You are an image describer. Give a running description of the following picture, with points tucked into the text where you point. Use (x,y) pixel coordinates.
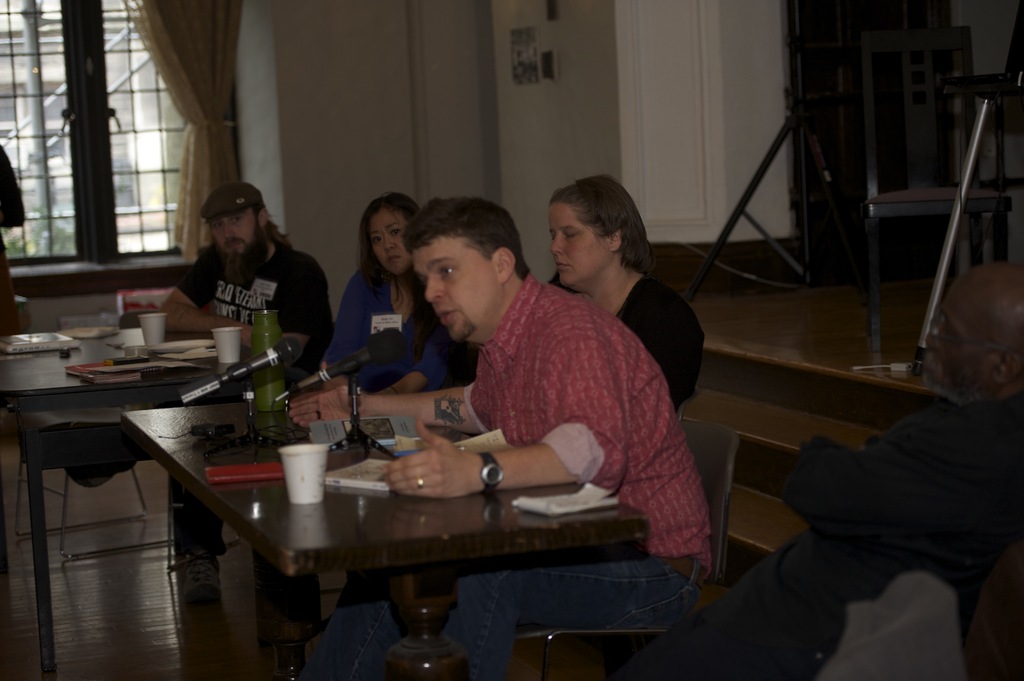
People (485,330) are sitting on the chair (716,471) and on the table (380,526) we have bottle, cup (311,474), book (378,484), microphone (380,349) and in the back (154,148) we have window (144,145), curtain (201,67) and the wall (600,144) is present.
